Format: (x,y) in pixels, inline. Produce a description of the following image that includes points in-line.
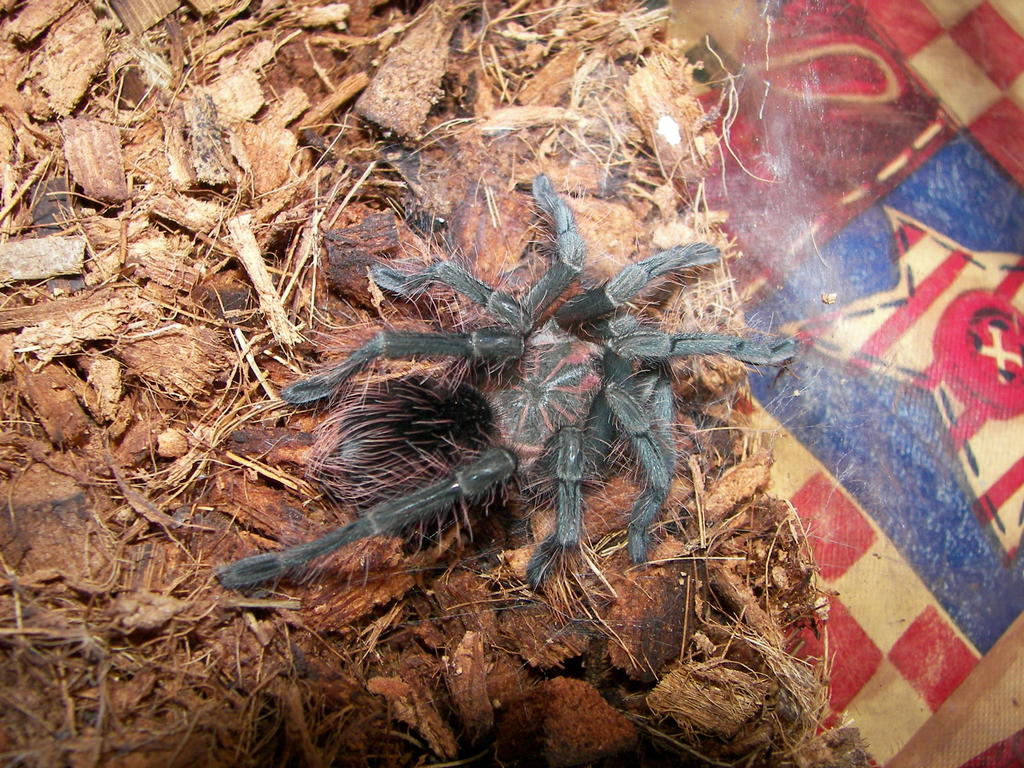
In this image, we can see an insect (612,329) on wood waste (702,463). There is a design (994,214) on the right side of the image (914,294).
